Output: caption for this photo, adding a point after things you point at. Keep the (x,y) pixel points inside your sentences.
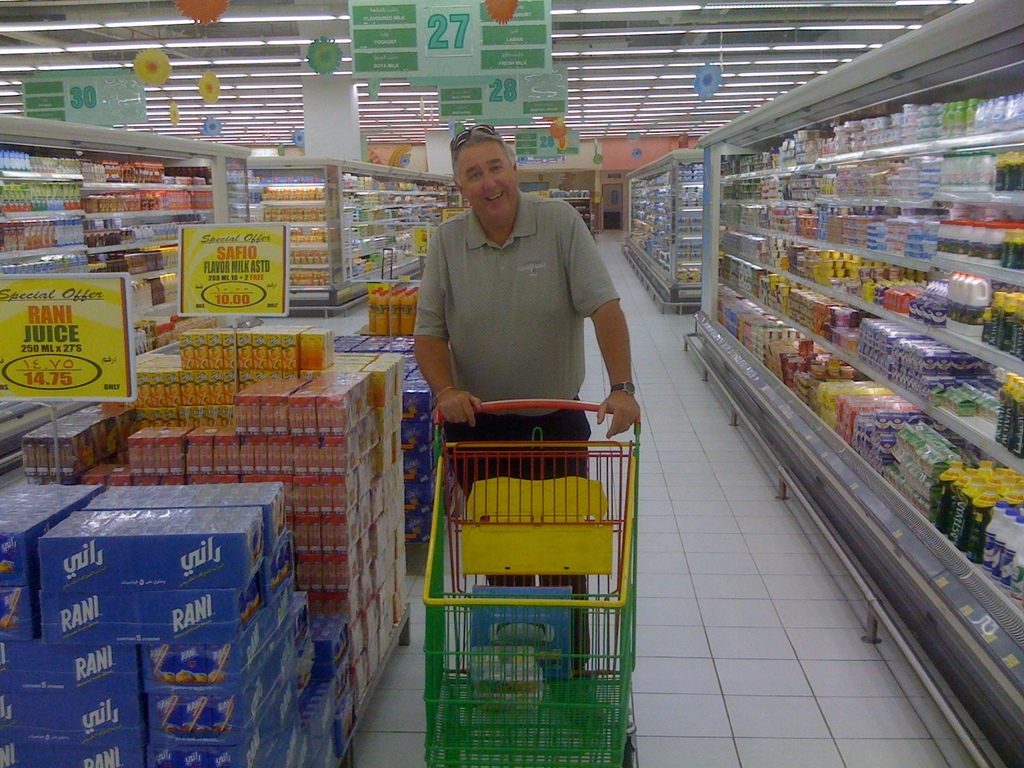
In this image, we can see the inner view of a store (834,306). We can see a person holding a trolley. We can see the ground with some objects (383,424). We can see some shelves (291,185) with objects (807,229). We can also see the roof (691,87) with some objects (702,88) attached to it. We can see some boards (215,251) with text (255,277) and images (233,277).
